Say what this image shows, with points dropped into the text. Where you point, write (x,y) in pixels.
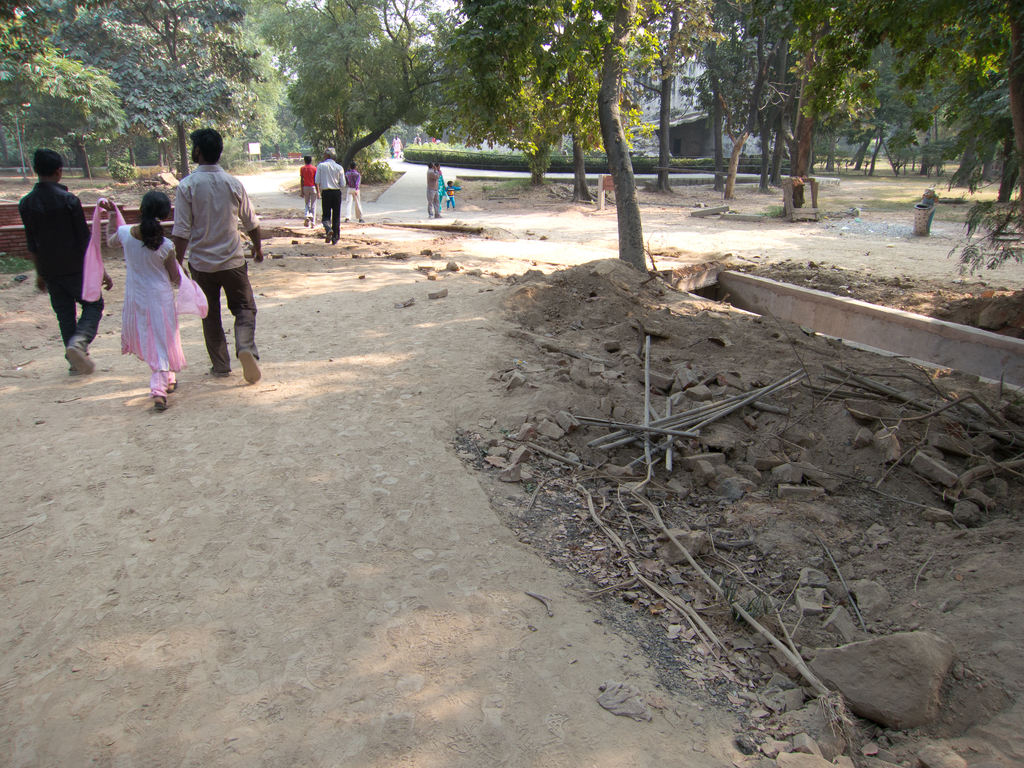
In this picture there is a girl (170,323) who is wearing pink dress (141,326) and sandals (158,399). Beside her there is a man (239,190) who is wearing shirt (202,237) and shoe (239,358). Beside him we can see a man (74,255) who is wearing black dress (48,266) and shoe (86,356). In the back (435,177) we can see the group of persons (450,188) were walking on the street (413,172). In the background (571,58) we can see the building (694,83), trees (223,82), plants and grass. On the top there is a sky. In the bottom right corner (795,653) we can see some stones (833,686) and wooden sticks (603,524).
